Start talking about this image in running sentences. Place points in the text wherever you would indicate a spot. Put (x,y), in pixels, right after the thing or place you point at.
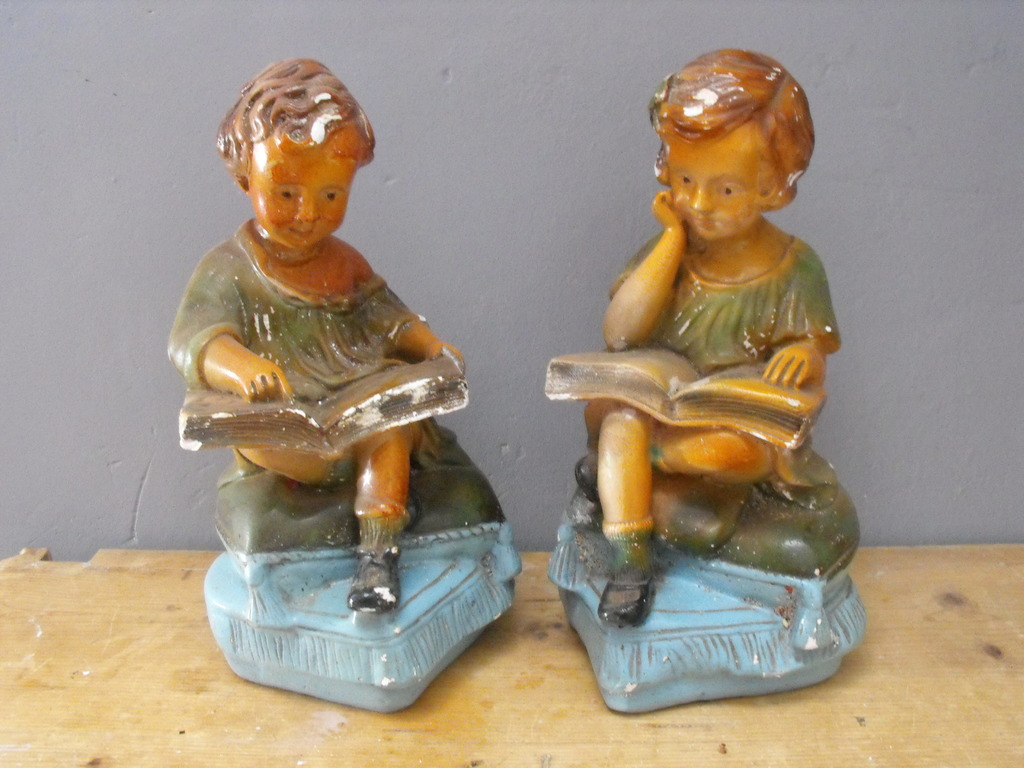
In this image we can see two statues (661,453) on a wooden surface (563,660) and wall (524,132) at the background (589,147).
